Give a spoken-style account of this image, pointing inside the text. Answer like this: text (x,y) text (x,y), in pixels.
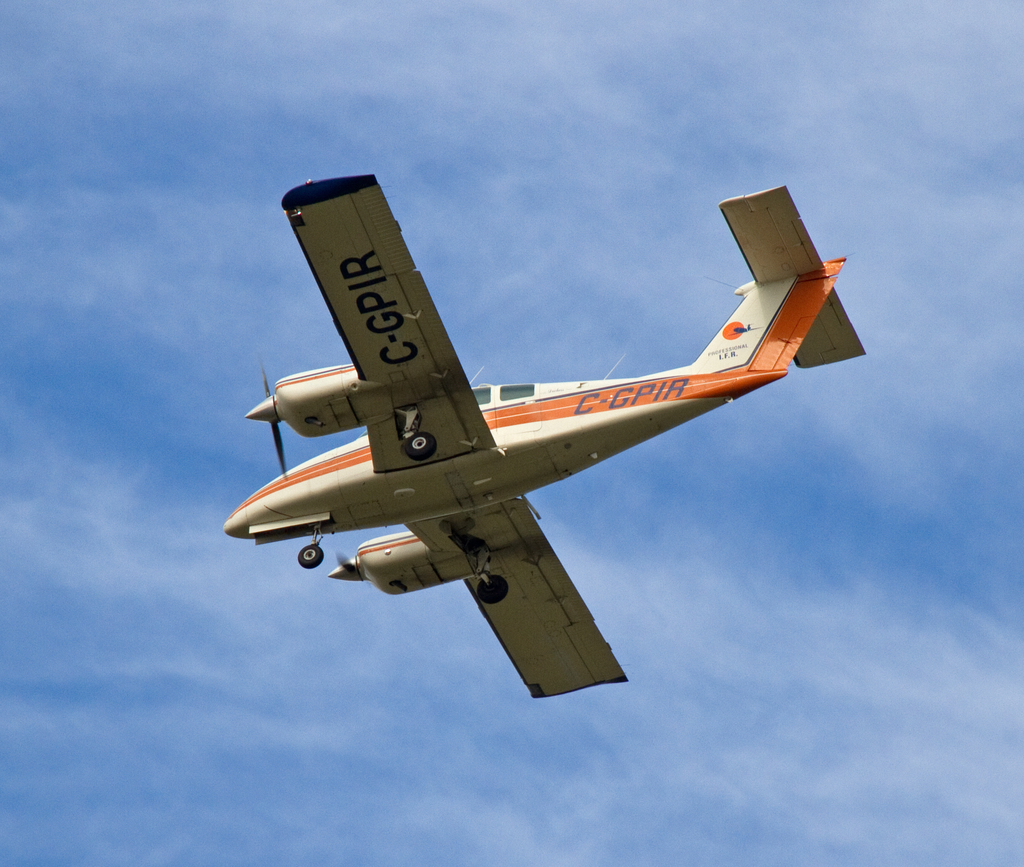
This picture is mainly highlighted with an airplane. In the background (270,615) portion of the picture we can see the sky (347,756).
